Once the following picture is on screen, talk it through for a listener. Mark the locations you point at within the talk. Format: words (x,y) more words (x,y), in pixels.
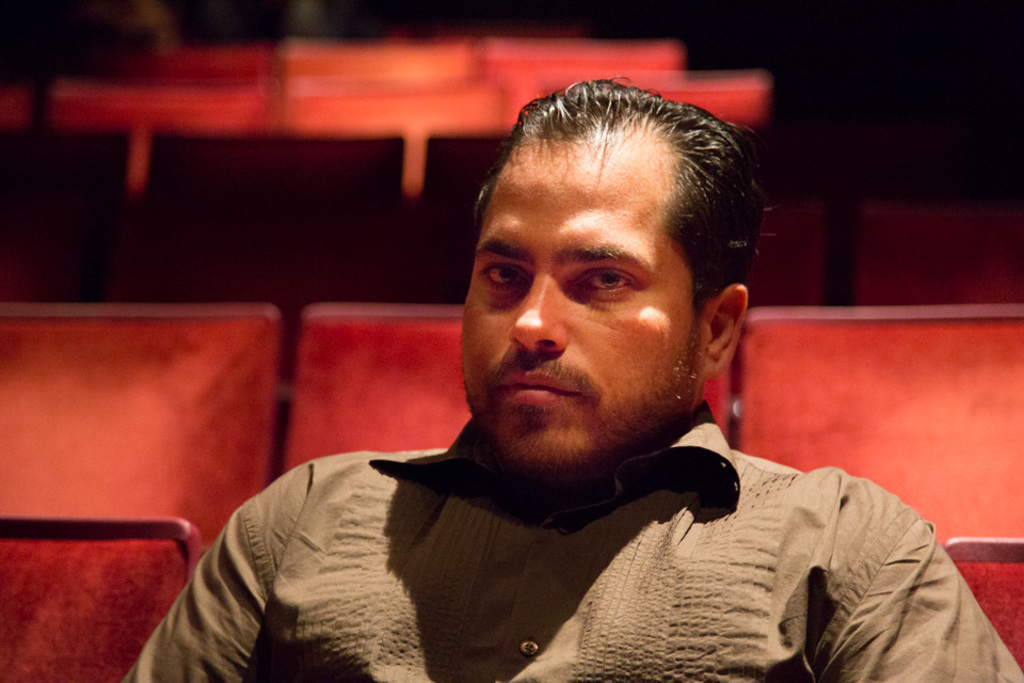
In the picture I can see a man (413,523) seated on the chair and I can see few empty chairs (855,465).
